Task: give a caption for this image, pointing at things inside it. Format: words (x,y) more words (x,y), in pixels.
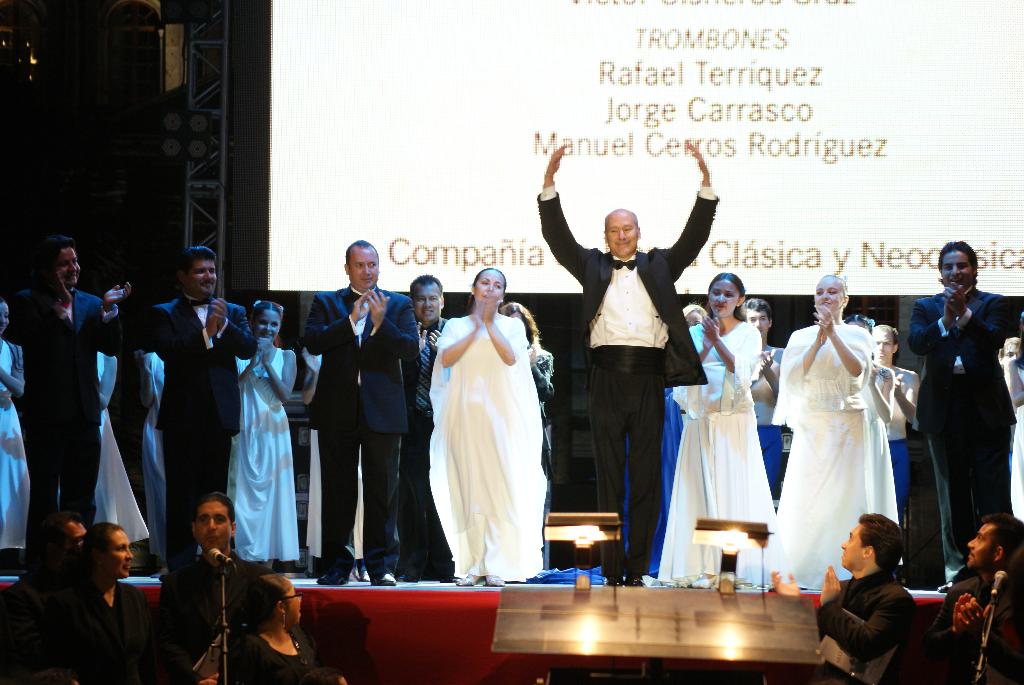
In this image I can see number of people (494,489) are standing. I can also see few of them are wearing black dress (350,450) and rest all are wearing white. In the background (247,163) I can see few poles (189,110), a black colour thing (169,128), a screen (607,163) and on it I can see something is written. On the both bottom sides of this image I can see two mics (989,614) and in the front (556,527) I can see two lights (606,529).
